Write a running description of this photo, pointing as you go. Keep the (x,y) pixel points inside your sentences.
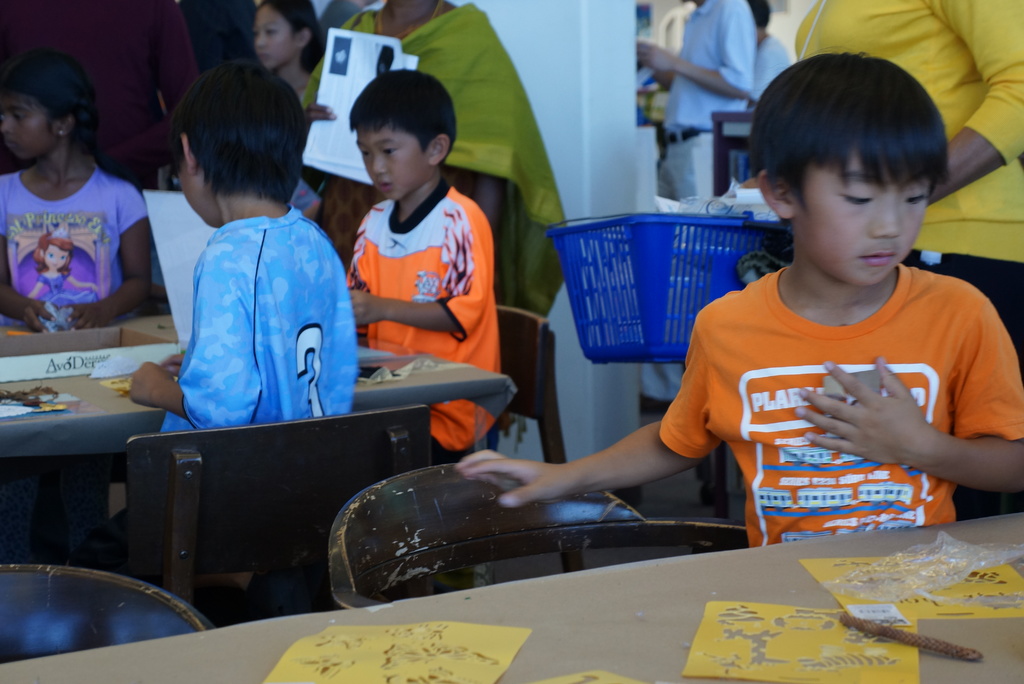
In the image there are few children (243,374) standing around the tables (555,660) and on the tables (734,599) there are some papers (158,357) and behind the kids (350,277) there are few people (105,44) and behind the first kid (875,221) there is a basket (669,238) with some items (736,209).
